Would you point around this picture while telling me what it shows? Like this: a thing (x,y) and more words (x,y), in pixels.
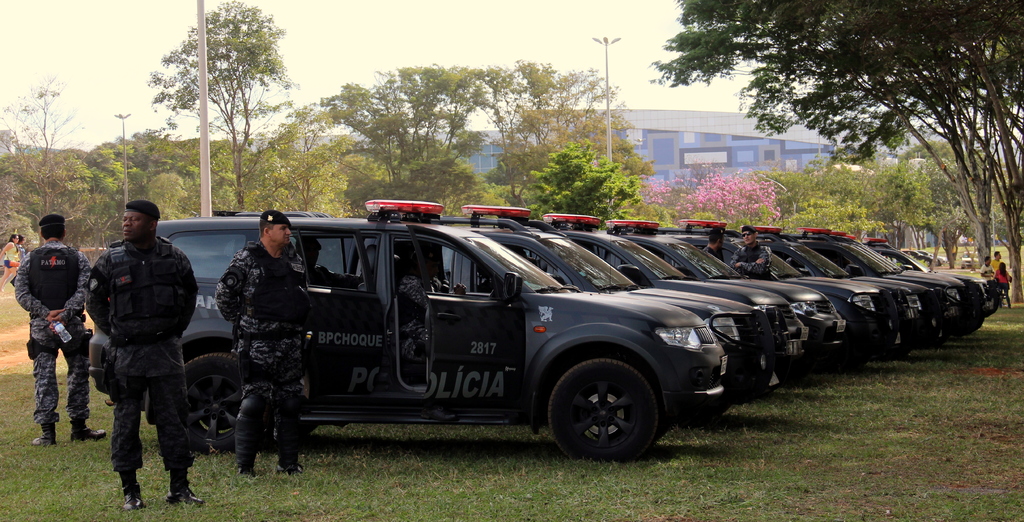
In this image I can see the grass (766,470). I can see some people (84,342). I can see the vehicles (538,322) with some text (457,391) written on it. I can see the poles (201,151). In the background (330,146), I can see the trees (578,180) and the flowers (710,187). I can also see the buildings (724,149) and the sky (367,43).
